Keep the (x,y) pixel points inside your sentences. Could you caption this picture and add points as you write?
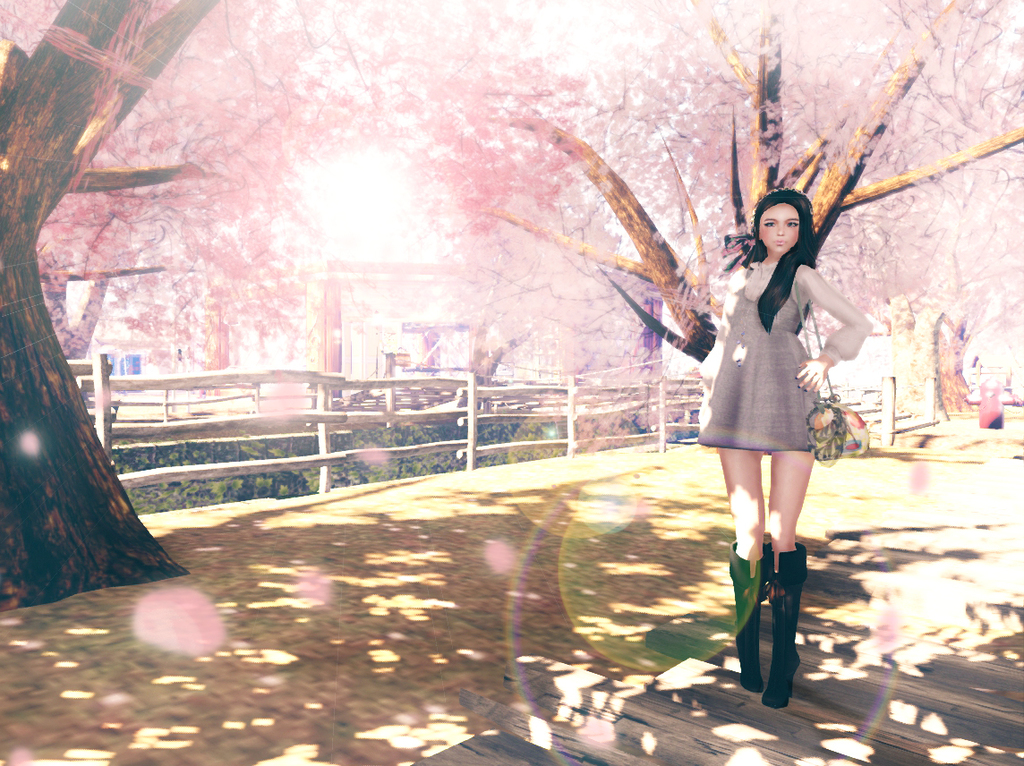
In this picture we can see a woman (752,650) standing and in the background (283,313) we can see fence (430,377), trees (303,279).
